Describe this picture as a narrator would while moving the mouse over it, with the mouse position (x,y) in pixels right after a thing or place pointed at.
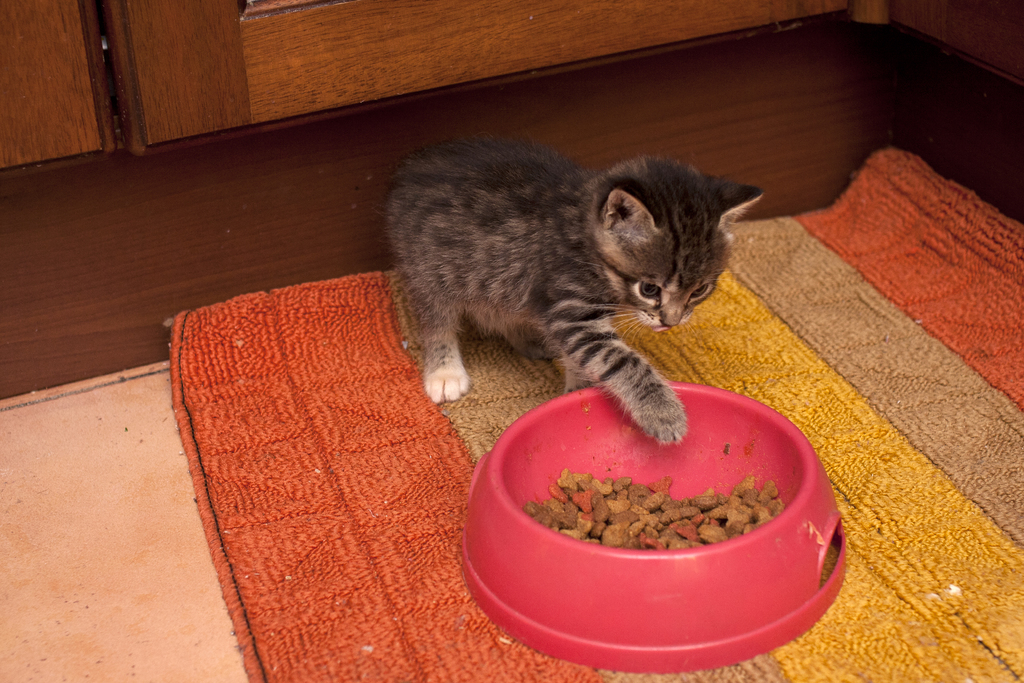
In this image in the center (577,308) there is a cat (467,308), and at the bottom (236,530) there is floor (125,563) and mat (277,435) and there is one bowl (634,562). In the bowl (528,557) there are some biscuits (624,514) and in the background (251,53) there are doors (328,74).
